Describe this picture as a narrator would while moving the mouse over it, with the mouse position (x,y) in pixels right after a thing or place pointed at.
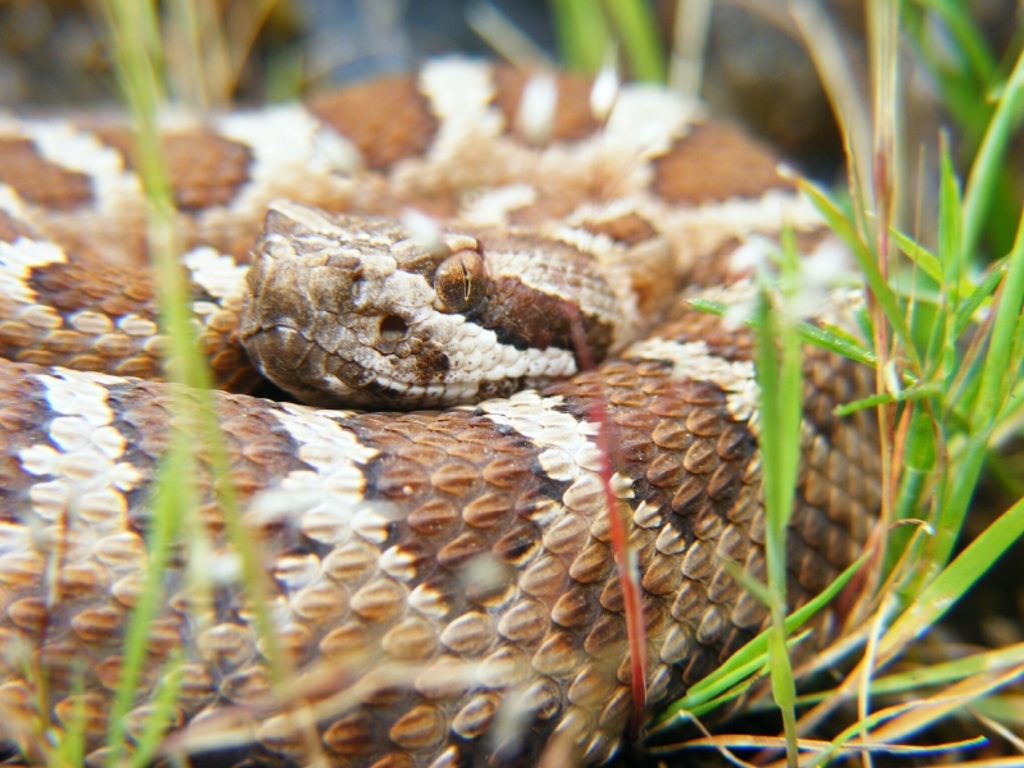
In this image there is a snake (283,164) on the ground (690,752). Beside it there is the grass (976,472).
